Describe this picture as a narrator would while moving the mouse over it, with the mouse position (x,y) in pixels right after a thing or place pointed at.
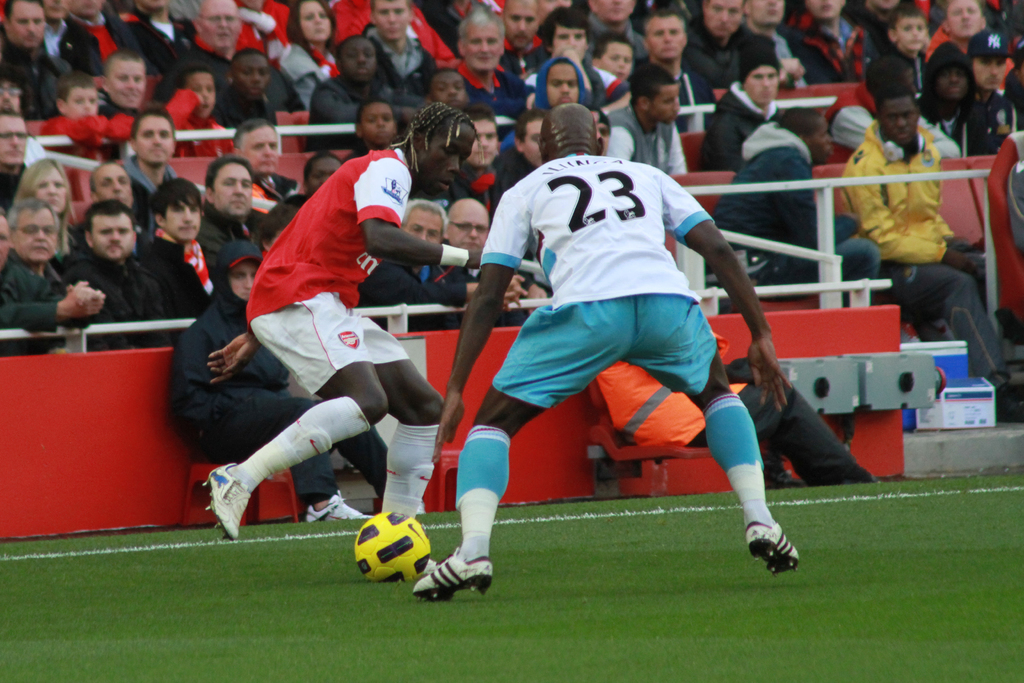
This is the picture of a stadium (400,310). In this image there are two persons (675,208) running. At the back (282,185) there are group of people (903,304) sitting. On the right side of the image (899,387) there are boxes (924,357). At the bottom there is a yellow color ball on the grass (305,591).
